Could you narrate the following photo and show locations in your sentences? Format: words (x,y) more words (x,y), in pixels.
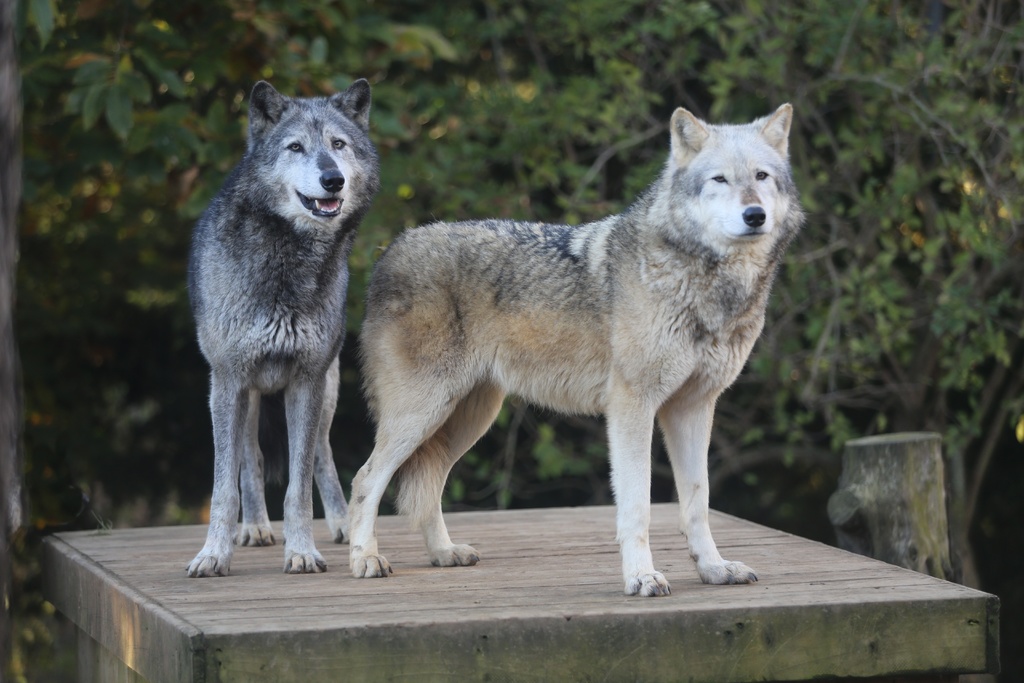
In the picture I can see two wolves (376,335) which are different colors like brown and black are on the wooden surface (519,545) and in the background of the picture (495,158) there are some trees (15,667).
